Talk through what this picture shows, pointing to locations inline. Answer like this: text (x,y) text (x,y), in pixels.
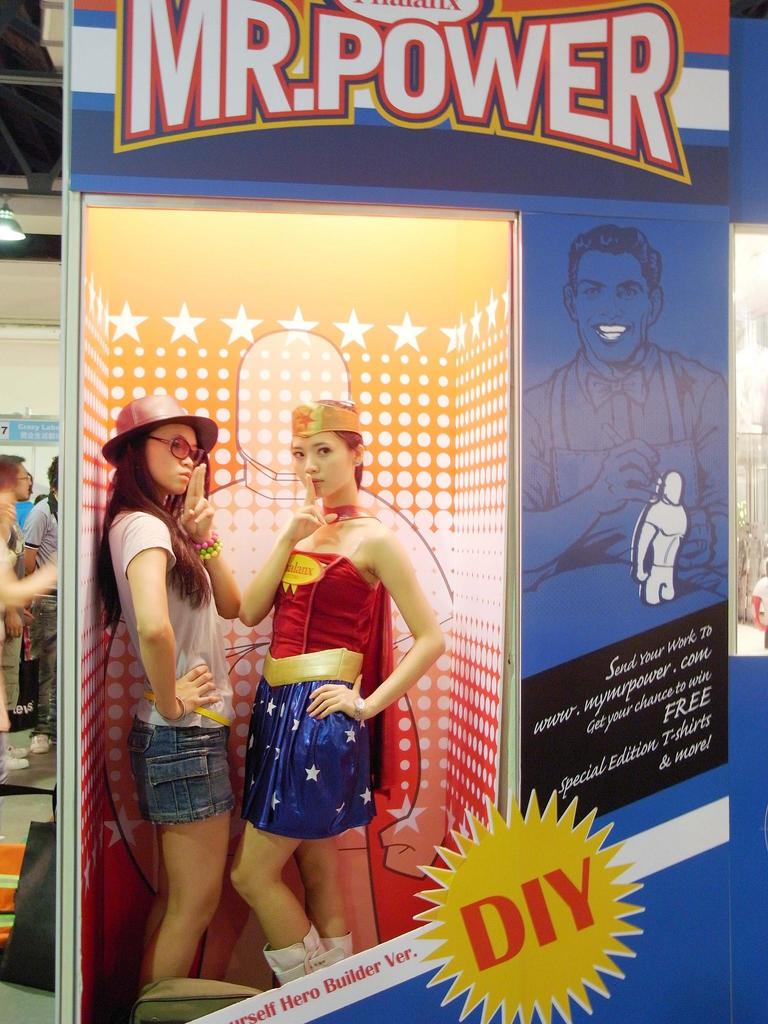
In this image there are two girls (178,642) standing in a box (428,403) made up of cardboard (551,876) with some text (383,59) and images (535,821), behind that there are a few more people (29,620) standing, at the top of the image (14,226) we can see there is a lamp (12,213).
